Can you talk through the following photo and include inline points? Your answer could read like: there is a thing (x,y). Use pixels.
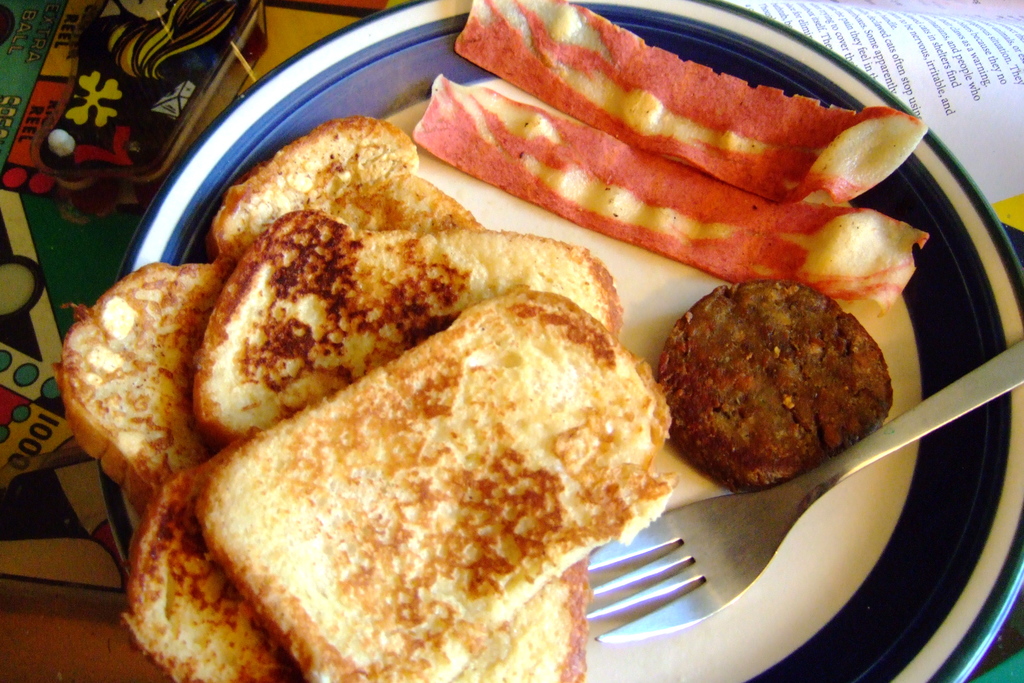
In this image there is an object (40,237) truncated towards the left of the image (70,170), there is a plate (414,111) truncated towards the bottom of the image (370,664), there is food (447,371) on the plate (776,635), there is food (377,651) truncated towards the bottom of the image (386,666), there is a fork (1012,379) truncated towards the right of the image (992,388), there is a paper (930,57) truncated towards the top of the image (951,68), there is text (934,48) on the paper (914,47).
